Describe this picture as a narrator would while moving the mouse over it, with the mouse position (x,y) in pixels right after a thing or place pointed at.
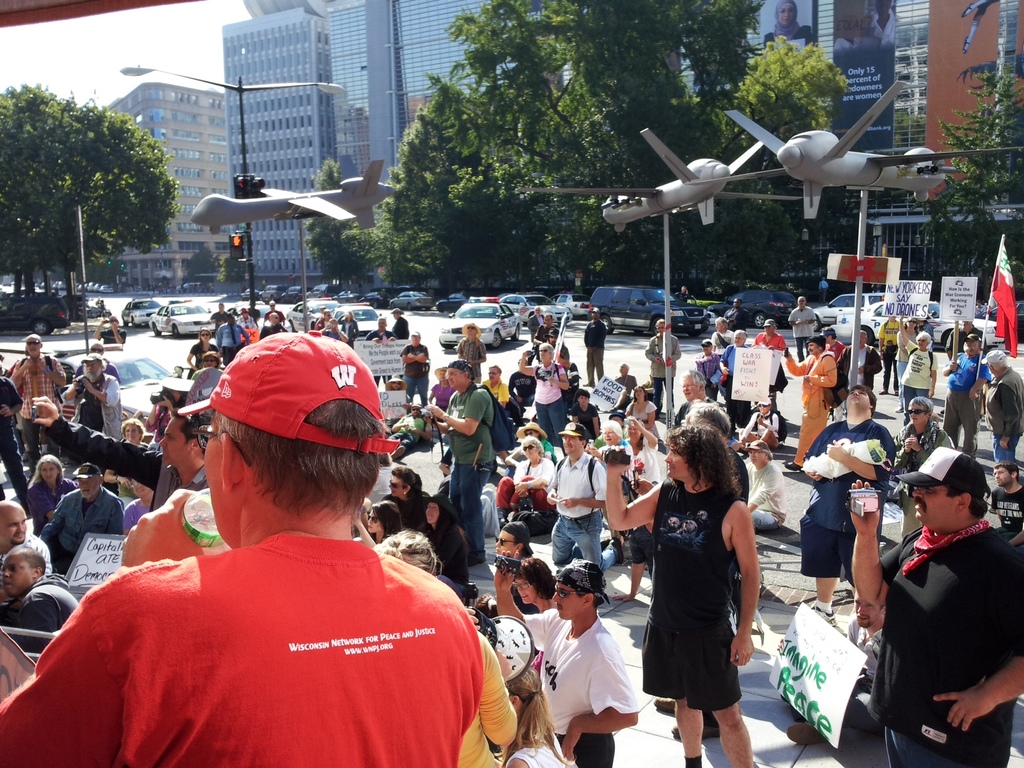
In this image, we can see people (738,468) and some are holding some objects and boards (370,357). In the background (427,196), there are trees (93,125), buildings (337,63), poles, boards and there are air crafts (912,185) and we can see vehicles (361,292) on the road (153,335) and there are railings (913,230). At the top (114,73), there is sky (95,70).
